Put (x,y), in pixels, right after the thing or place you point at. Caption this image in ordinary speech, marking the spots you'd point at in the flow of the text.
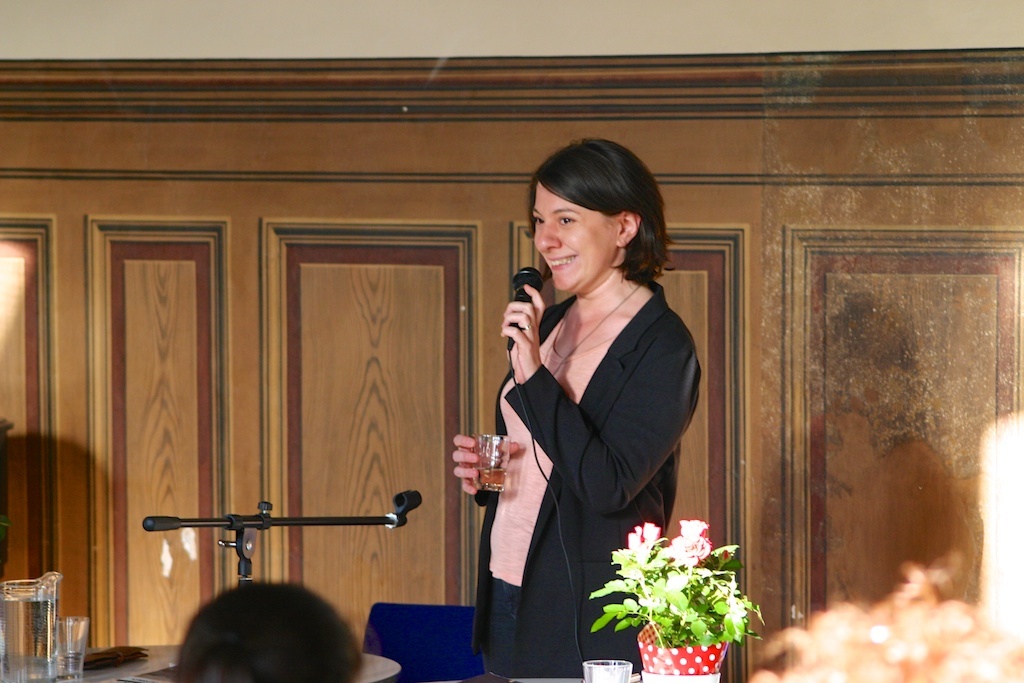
In the foreground of this picture (669,310), there is a woman (614,448) standing and holding a glass (493,453) and mic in both the hands (524,334). In front of her, there is mic stand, table (118,677), and glasses (76,642). On the bottom of the image (356,662), there is person's head (269,648), glass (601,664), flower vase (666,634). In the background (402,203), there is a wall (237,151).
